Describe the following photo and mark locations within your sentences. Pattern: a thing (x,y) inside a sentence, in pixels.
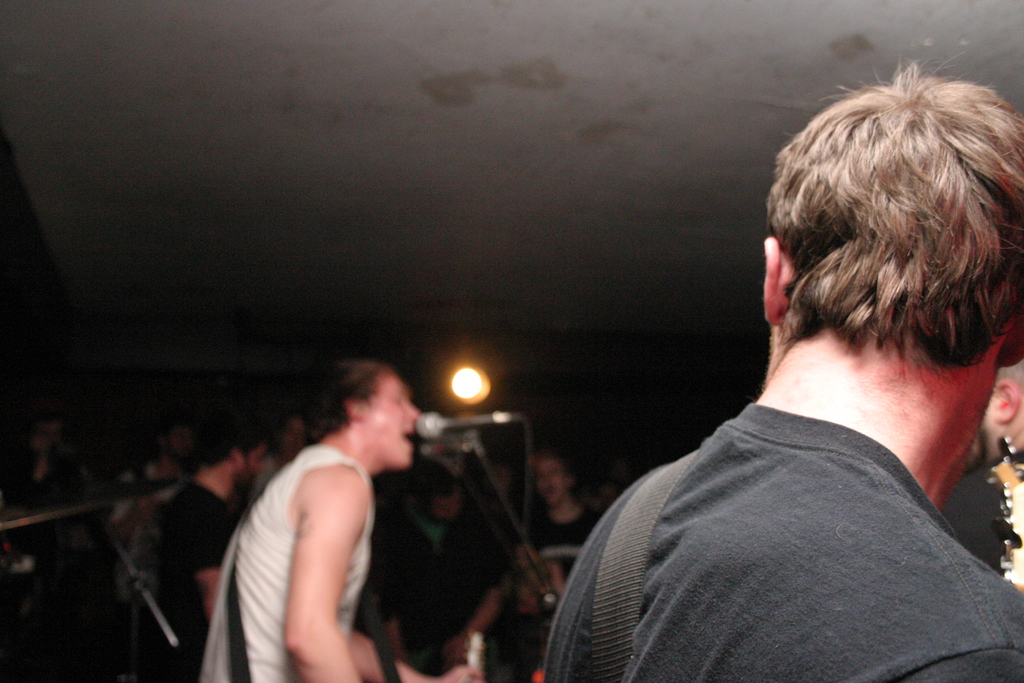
In this image in the front (696,565) there are persons (647,560) performing and there are musical instruments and there is a light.
